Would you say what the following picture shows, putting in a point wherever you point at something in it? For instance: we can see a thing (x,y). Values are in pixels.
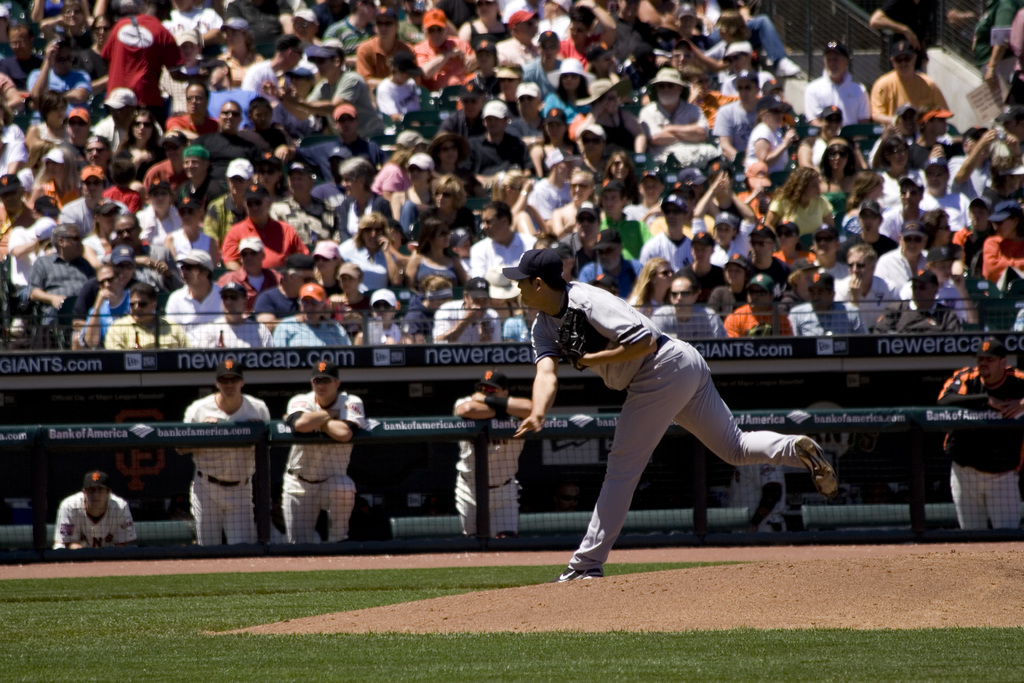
In this image I can see a group of people (637,145) sitting. I can see few (467,412) are standing and wearing a black glove (578,332).
